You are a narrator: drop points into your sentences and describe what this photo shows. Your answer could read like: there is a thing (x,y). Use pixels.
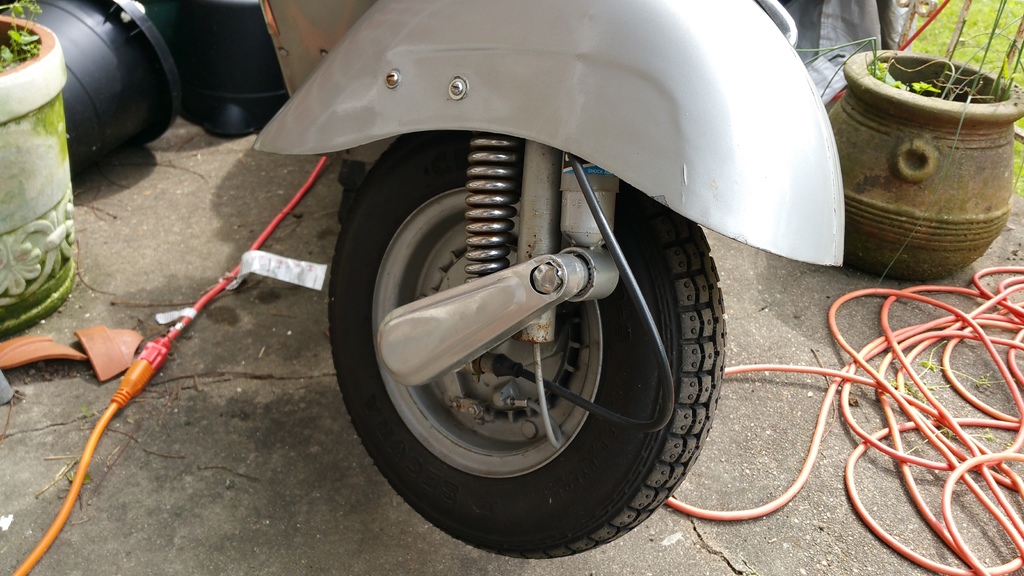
In this image we can see a motor vehicle (460,128) on the floor (125,251), pipelines (857,436), flower pots (121,117) and grass (927,45).
